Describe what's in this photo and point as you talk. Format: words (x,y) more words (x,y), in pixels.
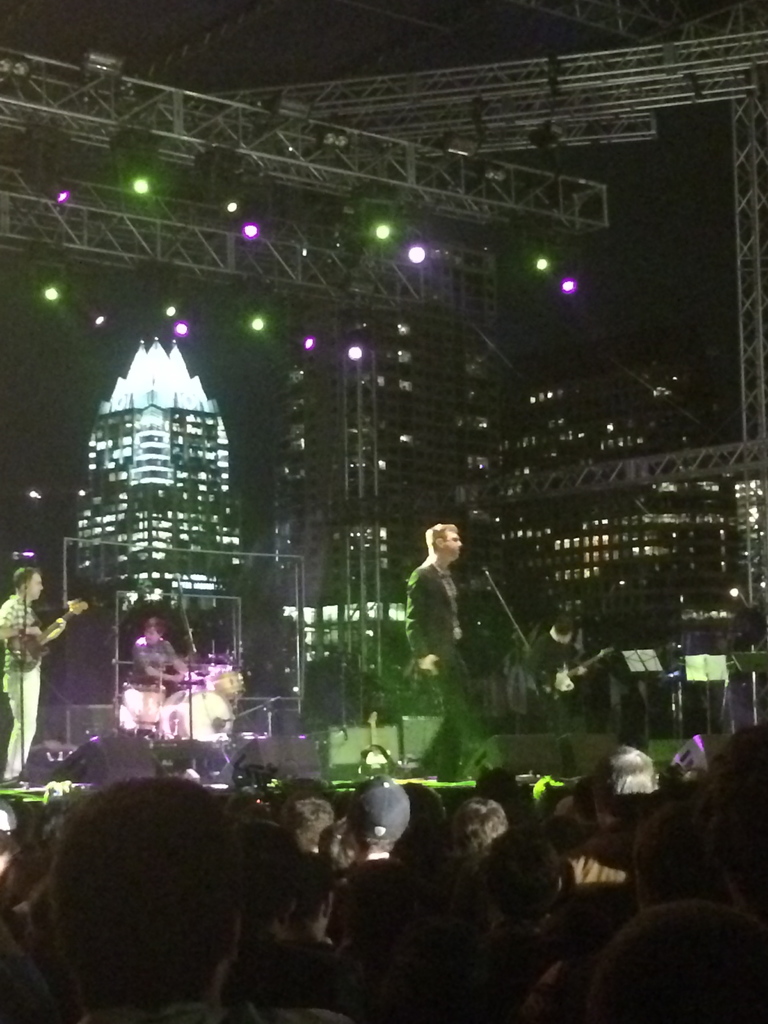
This is a picture of a concert. in the foreground of the picture (322,789) there are crowd (496,945). On the stage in the center (426,597) there is a man (432,671) standing. In the background (172,646) is a person (179,669) playing drums (201,701). To the left (38,626) there is a man (17,691) standing and playing guitar (45,631). In the background (135,471) there are buildings (581,433). On the top (355,86) frames (263,131) and focus lights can be seen.
